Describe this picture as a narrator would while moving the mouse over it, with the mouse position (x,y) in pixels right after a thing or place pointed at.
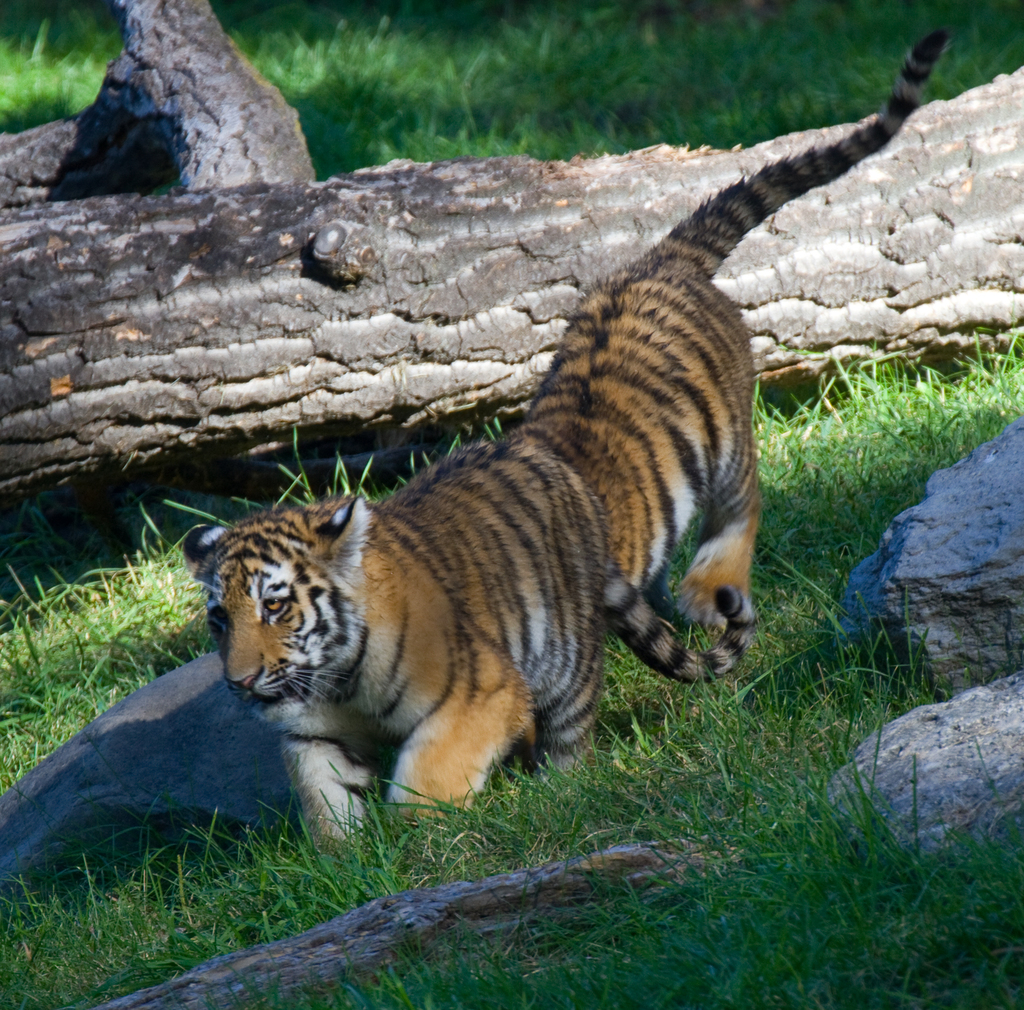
This is tiger (524,543), these is grass (800,434) and these are rocks (890,631).
